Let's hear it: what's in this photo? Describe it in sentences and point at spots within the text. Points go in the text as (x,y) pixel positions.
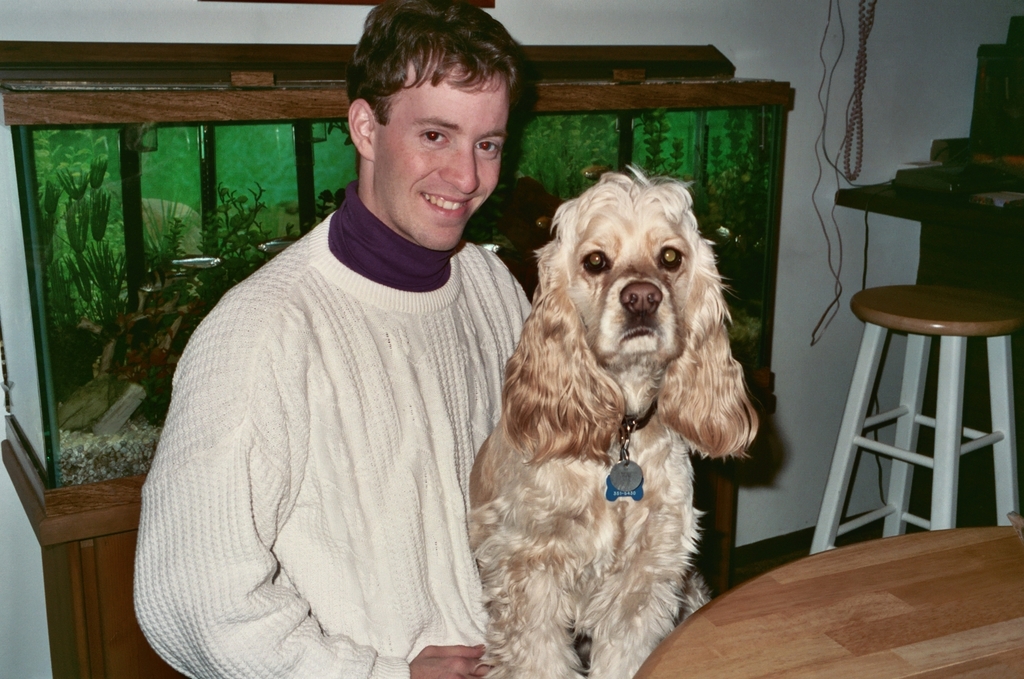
In this image i can see a person (311,372) wearing a white color jacket (270,465), he is smiling, back side of him there is a aquarium (139,282) kept on the table (82,512). And right side there is a table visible And there are some threads (860,129) visible.
